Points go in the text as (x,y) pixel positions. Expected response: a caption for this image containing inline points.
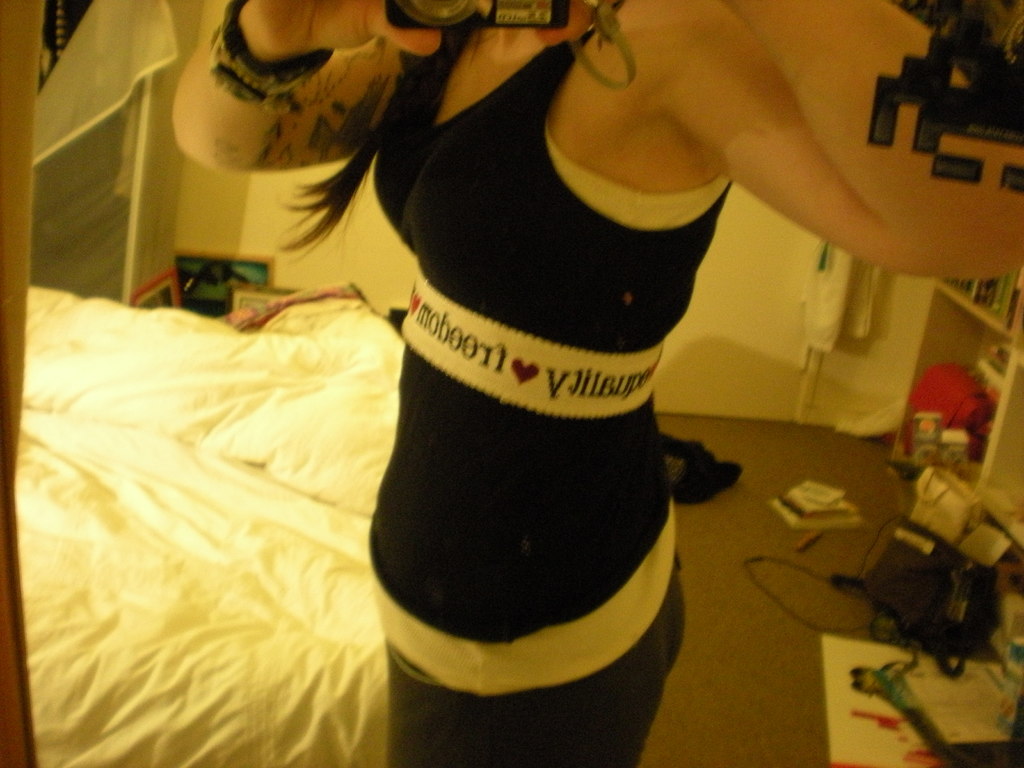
In this image I can see a person (624,441) standing beside the bed (146,484) and holding camera (439,12), at the back (947,429) there are so many objects (947,429).
